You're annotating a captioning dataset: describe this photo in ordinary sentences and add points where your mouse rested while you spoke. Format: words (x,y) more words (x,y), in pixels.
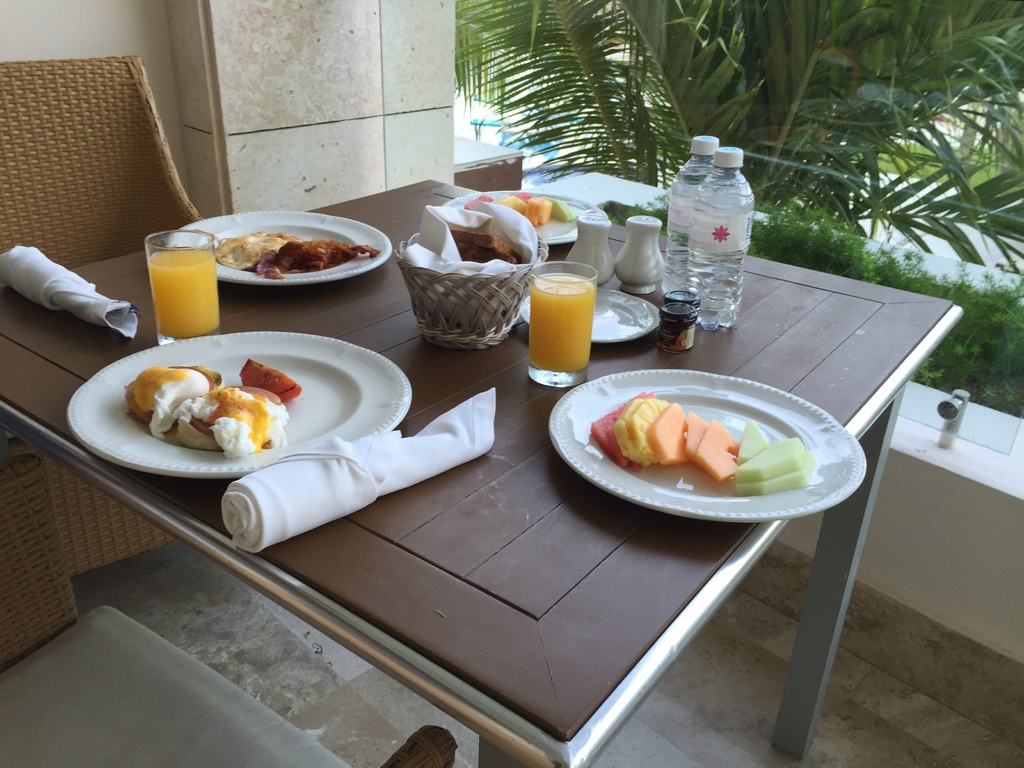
In this image I can see food (560,209) in plates (557,221), few glasses (162,343) and few bottles (701,283) on this table (754,315). I can also see a tree (510,54) and a chair (61,144).
